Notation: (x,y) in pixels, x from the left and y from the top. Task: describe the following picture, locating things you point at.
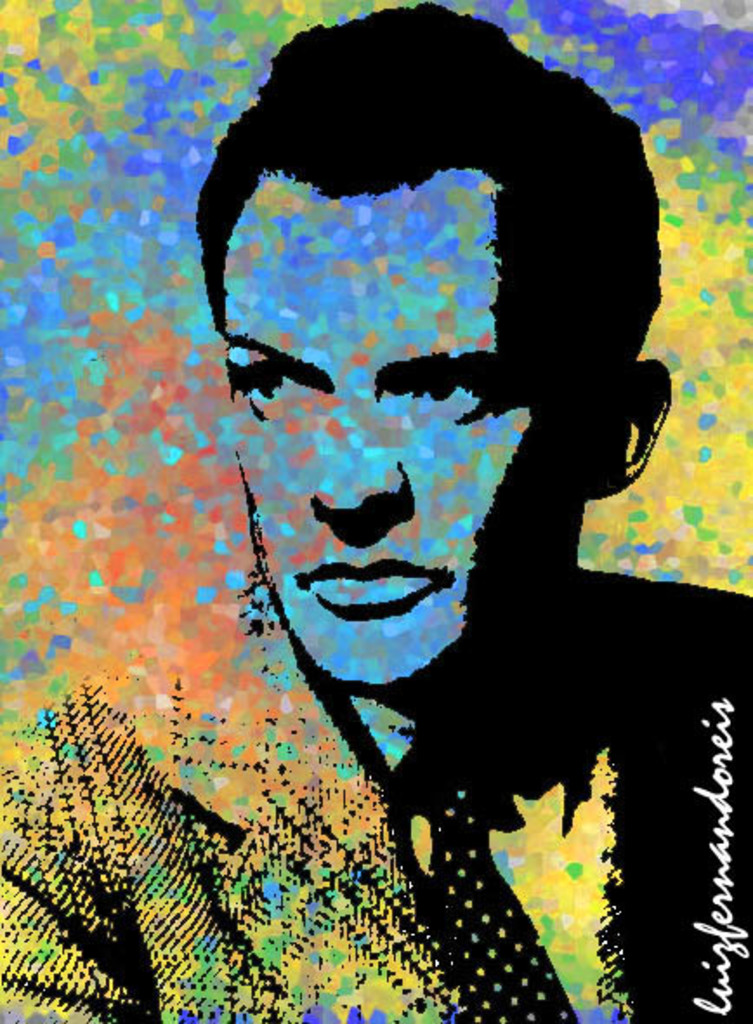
In this picture it is looking like a poster (353,511) of a man (365,544) and on the image there is a watermark (721,844).
